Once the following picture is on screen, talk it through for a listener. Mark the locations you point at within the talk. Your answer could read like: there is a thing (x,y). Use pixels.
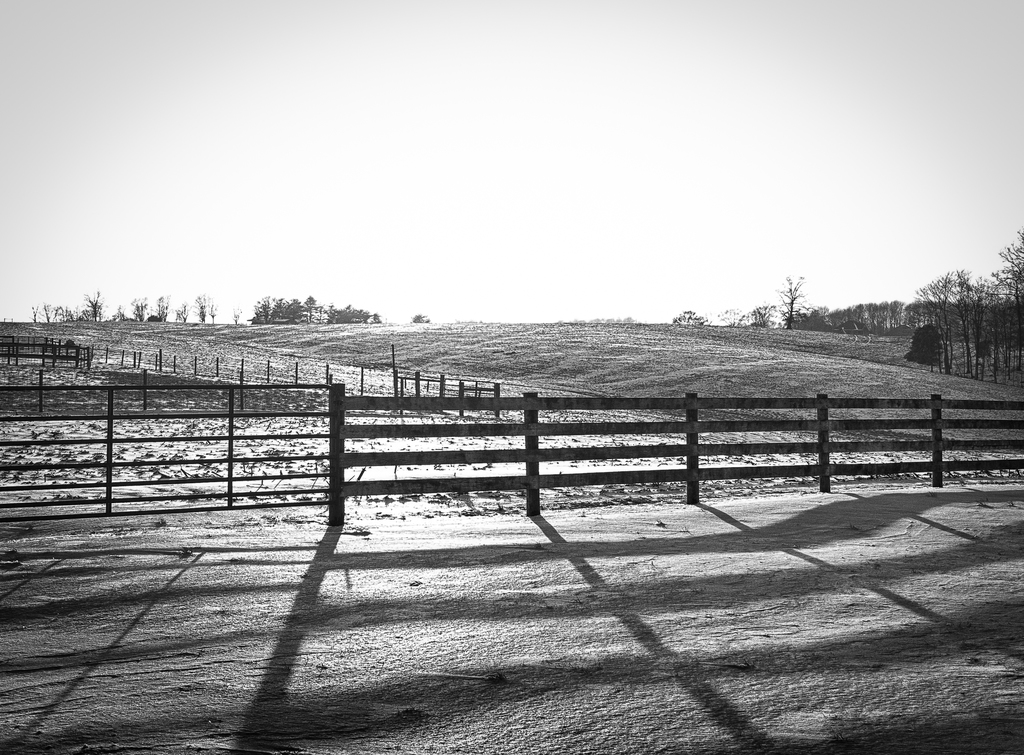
It is an black and white picture. In the front of the image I can see a railing (957,445). In the background of the image (192,319) there are trees (287,307), wooden objects (54,346) and sky (564,200).
